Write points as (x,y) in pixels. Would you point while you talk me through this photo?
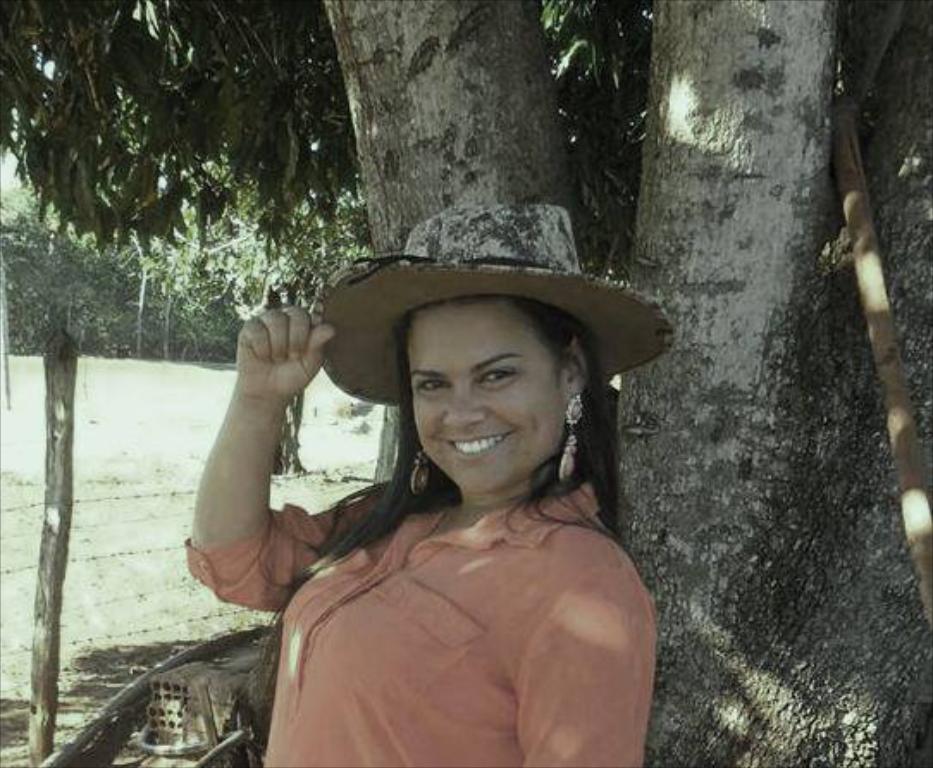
In the center of the image (420,383) we can see a lady (460,639) standing and smiling. She is wearing a hat (648,316). In the background (398,50) there are trees (181,208) and fence (50,454).
